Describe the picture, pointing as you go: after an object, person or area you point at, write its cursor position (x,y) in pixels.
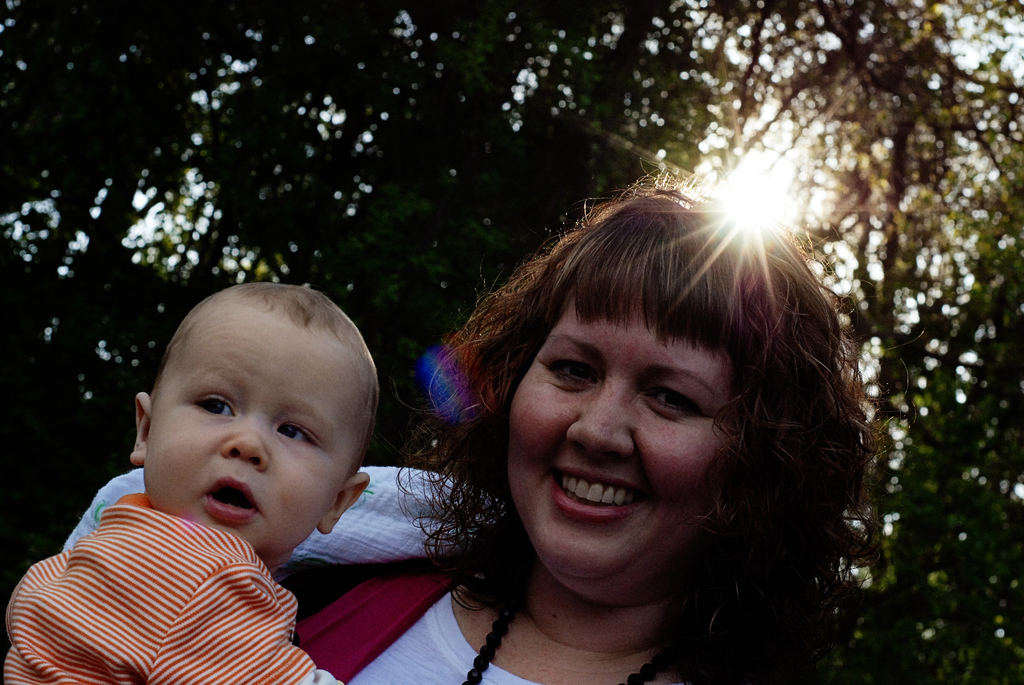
In this picture I can see a woman (581,551) holding a baby (331,499) in her hand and I can see trees (581,152) and sunlight (774,191).
